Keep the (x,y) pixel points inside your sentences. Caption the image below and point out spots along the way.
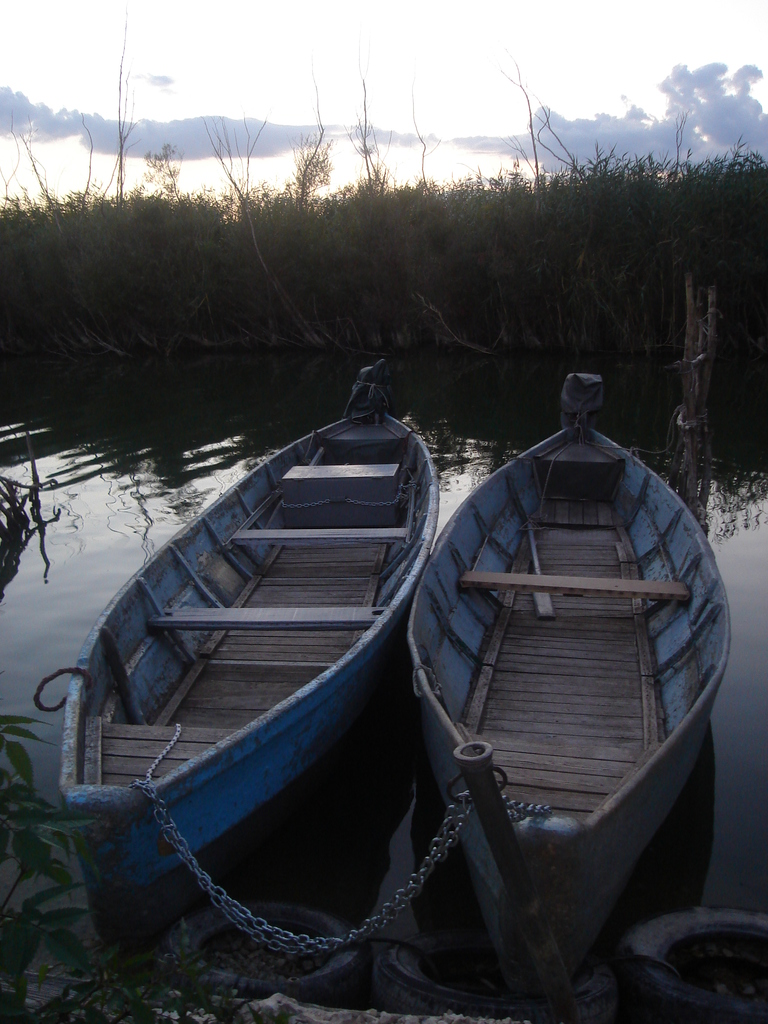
There are two boats (502,931) on water (494,427) and in the background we can see trees (6,235), sky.
